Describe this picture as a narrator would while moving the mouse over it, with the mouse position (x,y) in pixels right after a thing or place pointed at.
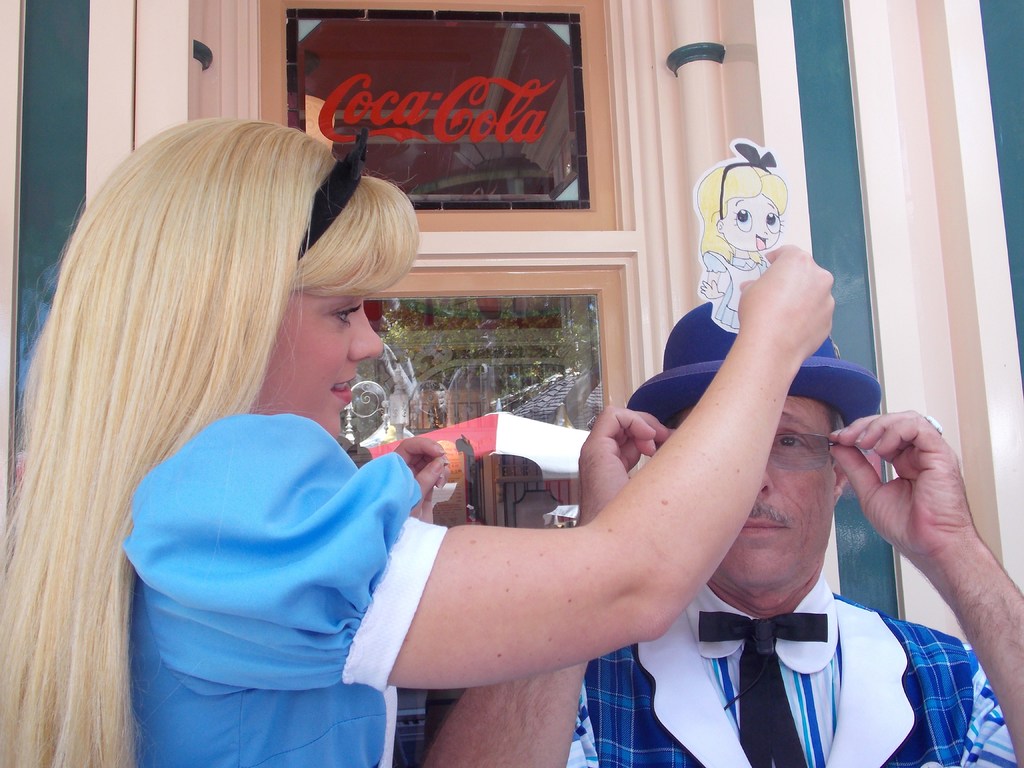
In this image we can see a woman (305,735) holding the woman sticker (726,281). We can also see a man (788,470) wearing the glasses (829,449) and also the hat (821,374). In the background (501,181) we can see the glass window (578,482) and we can also see the red color text (472,108) on the window (524,90).
